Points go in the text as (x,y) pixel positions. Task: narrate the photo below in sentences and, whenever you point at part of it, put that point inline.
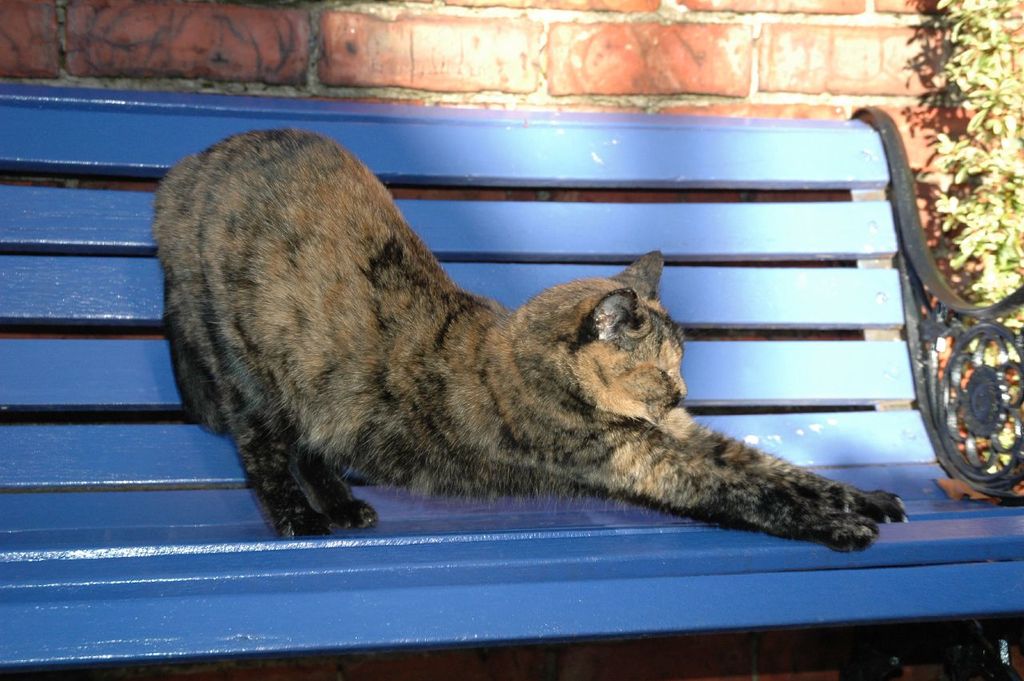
In the image I can see a cat (391,400) which is on the bench (419,561) and to the side there is a plant (996,251) and also I can see a brick wall (407,193) behind the bench (22,299).
